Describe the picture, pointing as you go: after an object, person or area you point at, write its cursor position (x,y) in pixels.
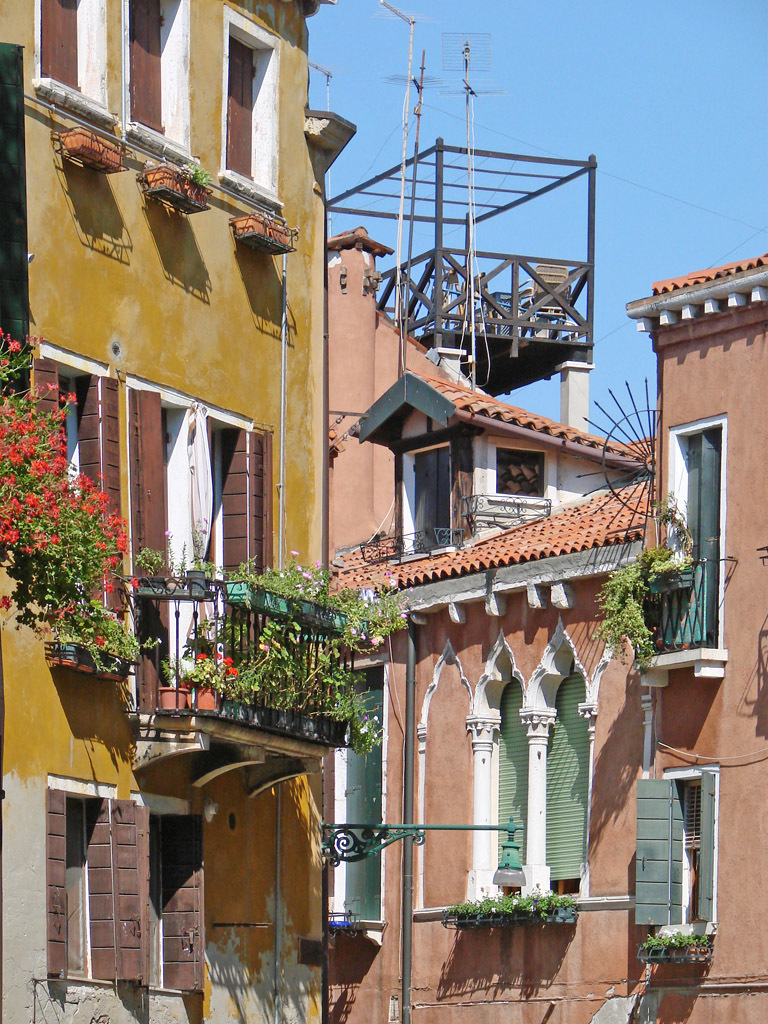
In this image we can see buildings (218,236) with arches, pillars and windows (220,483). On the building (144,666) there are pots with plants (170,552). Also there are rods (366,841). In the background (557,74) there is sky (598,146). And there are poles (468,111) near to the building (503,344).
